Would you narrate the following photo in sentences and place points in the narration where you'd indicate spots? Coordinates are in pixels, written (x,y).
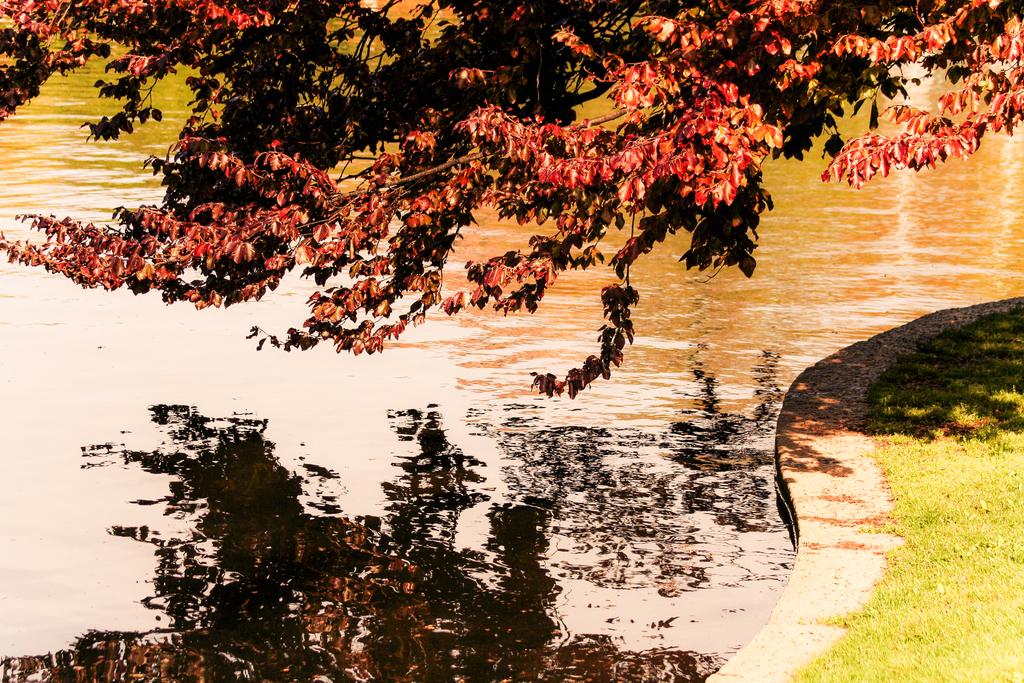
In this image we can see water (473,513). At the top (348,135) there are branches (426,106) of tree (737,83). On the right side (966,513) there is grass (951,508) on the ground (927,571). On the water (511,472) there is reflection (445,448) of branches (447,468) of tree (748,89).
